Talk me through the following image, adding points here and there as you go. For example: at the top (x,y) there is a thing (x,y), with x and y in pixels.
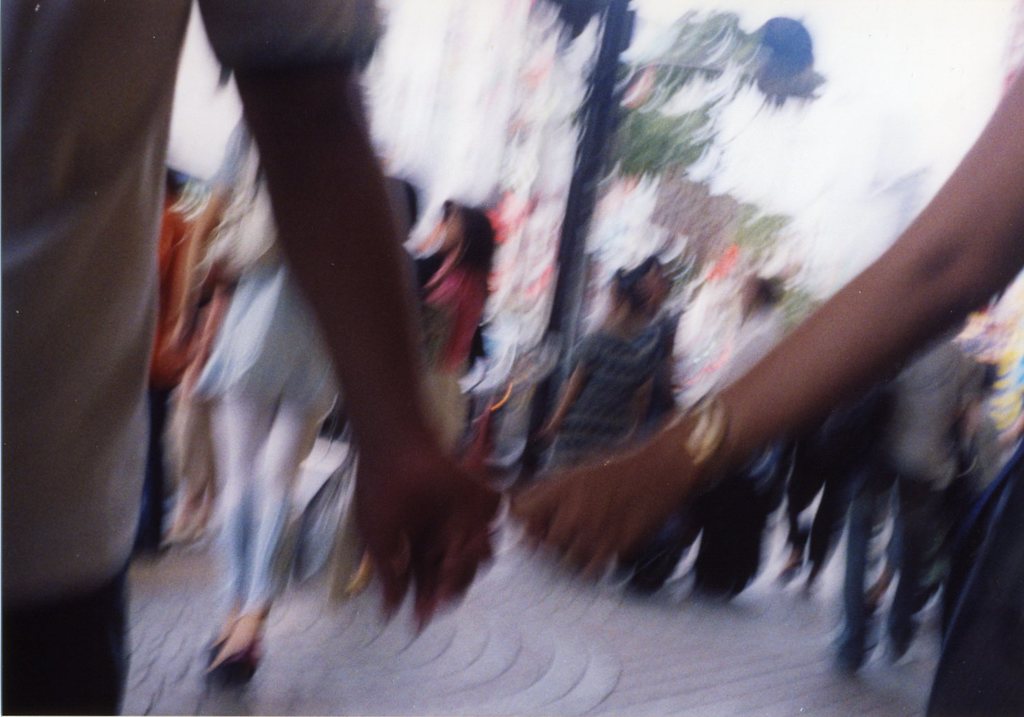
In this image I can see number of people (553,436) are standing. I can see few of them (475,317) are carrying bags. I can also see this image is little bit blurry.
